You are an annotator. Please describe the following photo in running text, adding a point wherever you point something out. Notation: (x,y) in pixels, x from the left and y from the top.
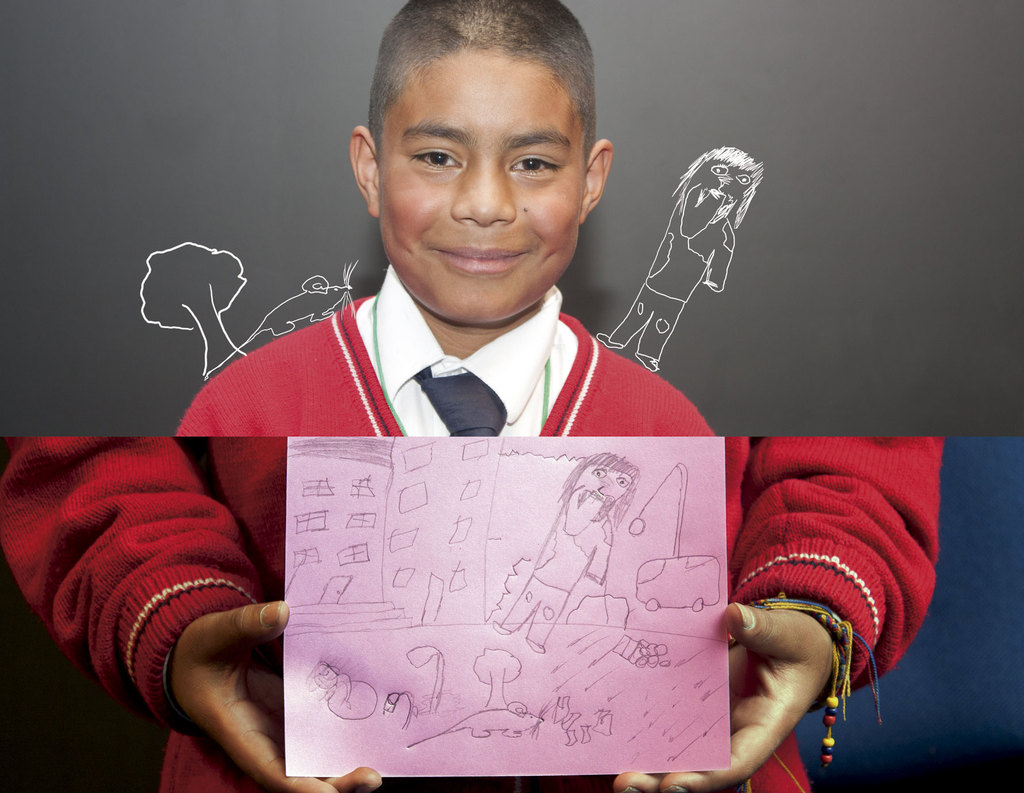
At the bottom of the image (216,687) a person (8,504) is standing and holding a paper (372,482). At the top of the image (754,5) we can see a poster (6,107), in the poster (281,90) we can see a boy (521,45) is standing and smiling.
